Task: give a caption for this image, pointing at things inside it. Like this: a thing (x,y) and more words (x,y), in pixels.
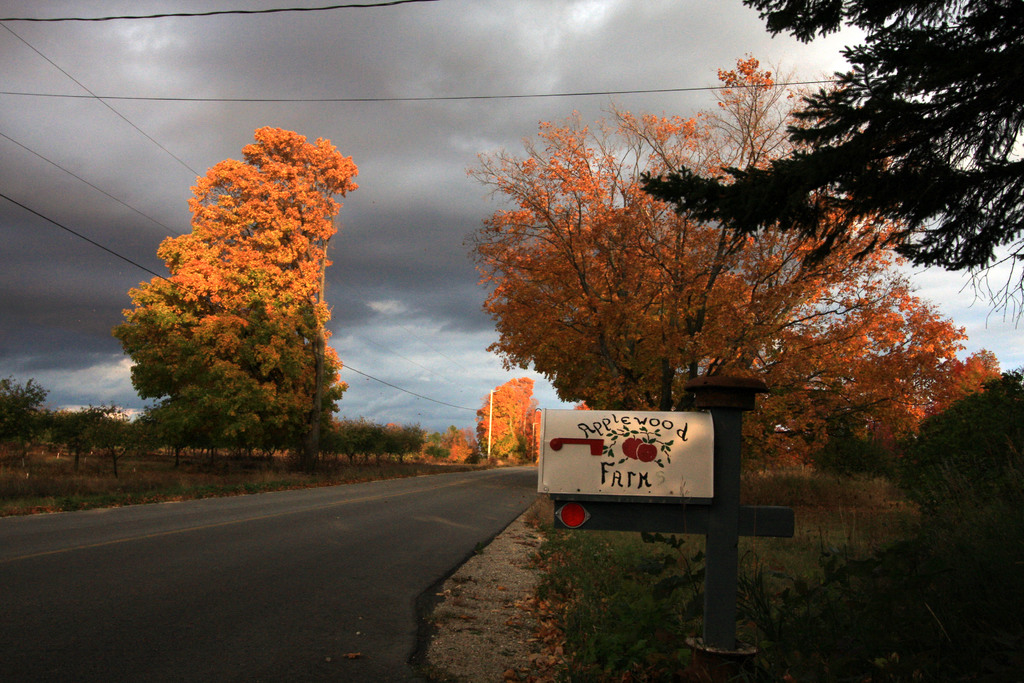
At the top (450,215) we can see the sky (431,153) and transmission wires (482,409). In this picture we can see the trees (645,398), green grass (697,630), plants (788,602) and the road (408,483). On the right side of the picture (789,522) we can see the information board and a pole (737,415).
